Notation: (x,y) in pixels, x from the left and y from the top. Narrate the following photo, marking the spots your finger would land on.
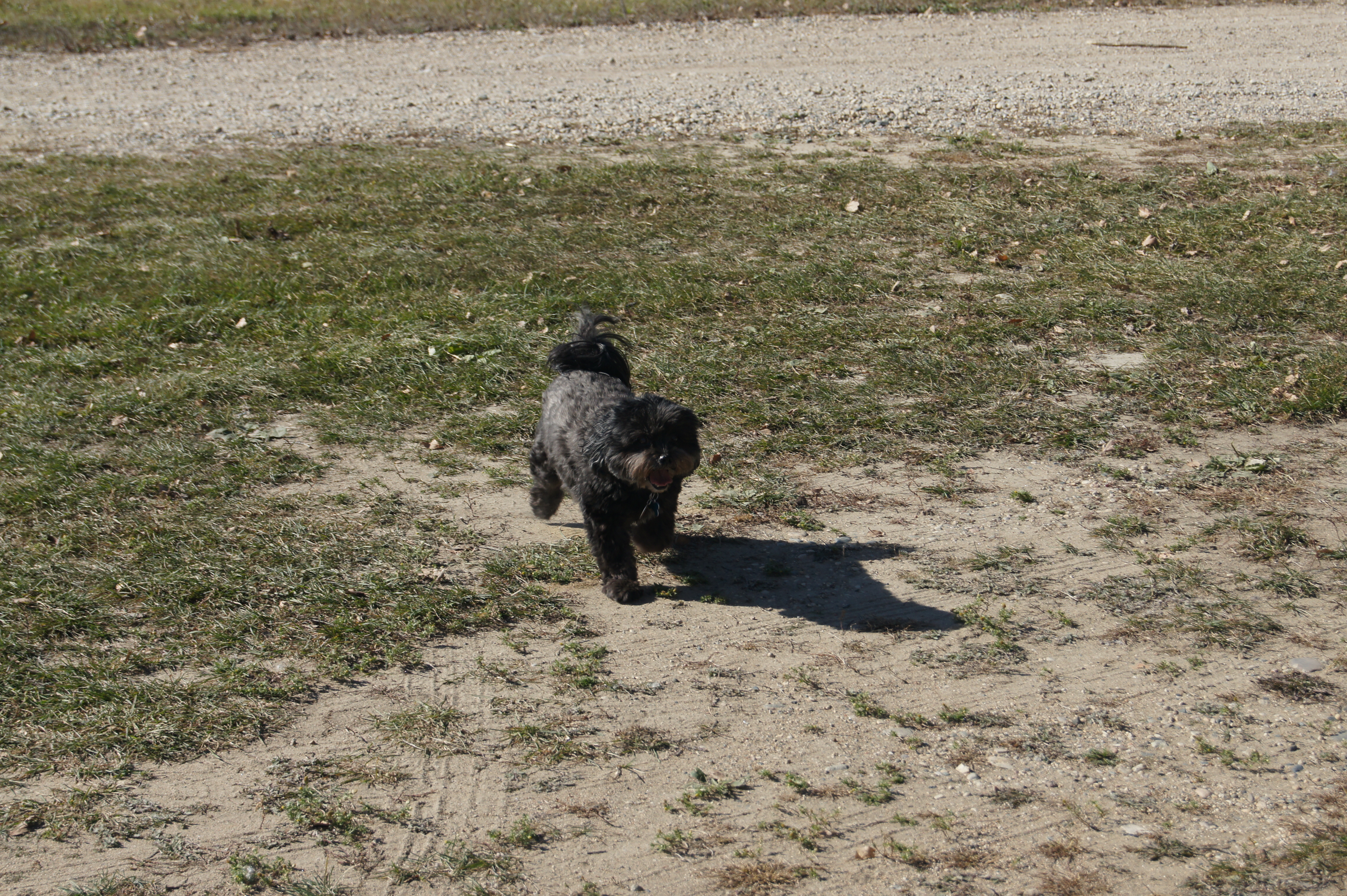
In the middle of the picture (613,418) there is a black color dog (622,470). In the foreground (785,663) we can see soil (366,711) and grass (310,281). In the background (613,131) there are stones (368,85), soil (168,73) and grass (548,250).
